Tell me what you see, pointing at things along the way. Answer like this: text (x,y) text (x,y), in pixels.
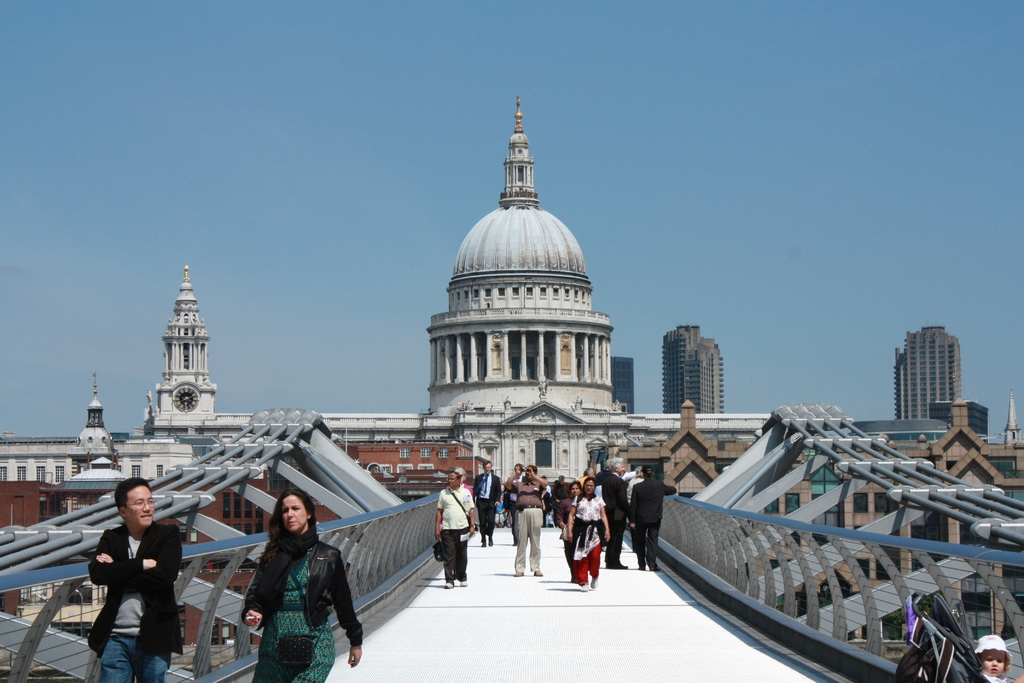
In the center of the image (552,317) we can see the buildings (488,377), door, clock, poles (483,364) and some persons (499,497) are walking on a bridge (528,642). In the background of the image (113,514) we can see some rods (952,559). At the top of the image (538,83) we can see the sky (593,129).
